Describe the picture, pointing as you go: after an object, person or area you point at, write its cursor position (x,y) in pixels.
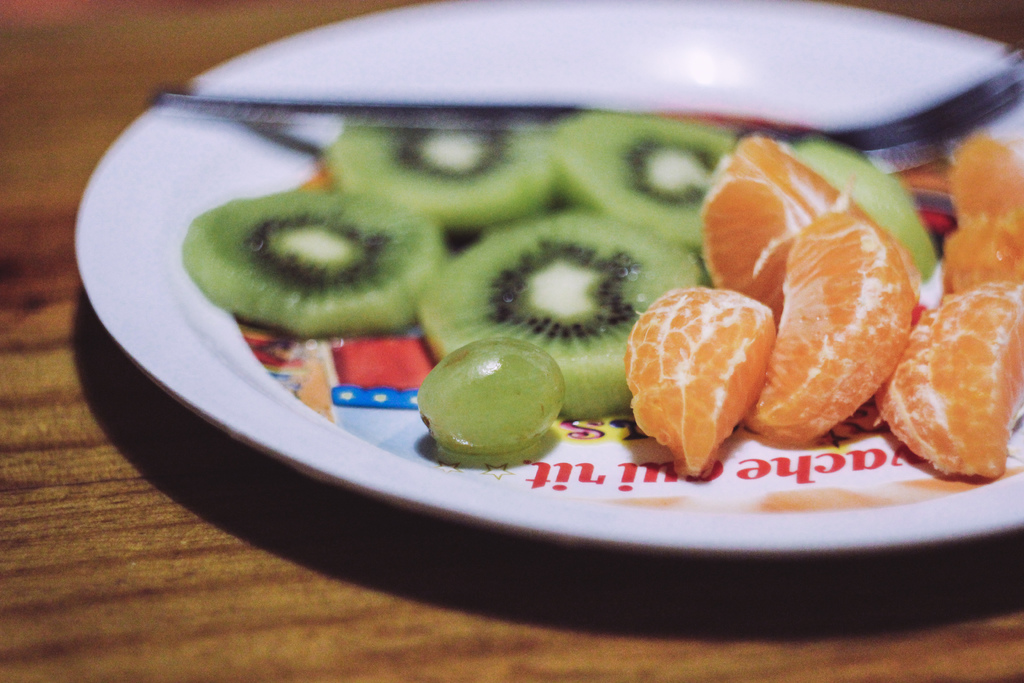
In this picture, we see a white plate (300,409) containing grapes (521,393), chopped kiwi (531,264) and orange pieces (875,329) are placed on the brown table (268,550).
